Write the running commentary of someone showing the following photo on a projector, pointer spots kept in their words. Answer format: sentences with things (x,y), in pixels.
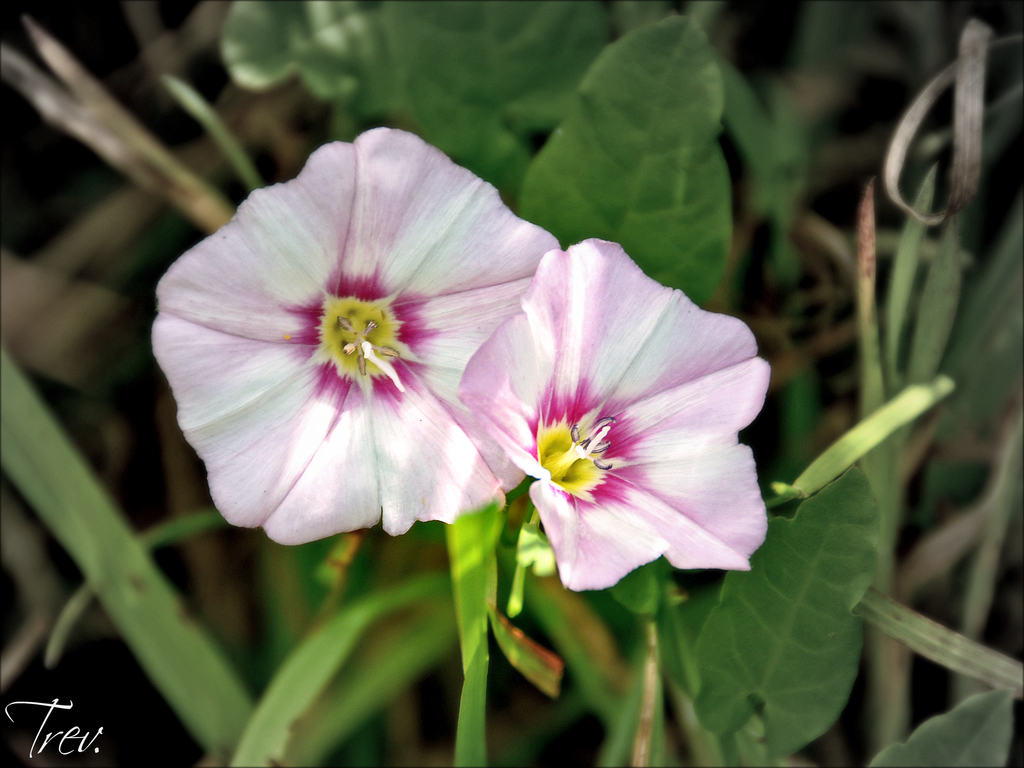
This picture is clicked outside. In the center (420,288) we can see the two flowers (482,387). In the background (546,160) we can see the green leaves (581,36) and the plant (687,78). At the bottom left corner (70,730) there is a text (54,742) on the image.
